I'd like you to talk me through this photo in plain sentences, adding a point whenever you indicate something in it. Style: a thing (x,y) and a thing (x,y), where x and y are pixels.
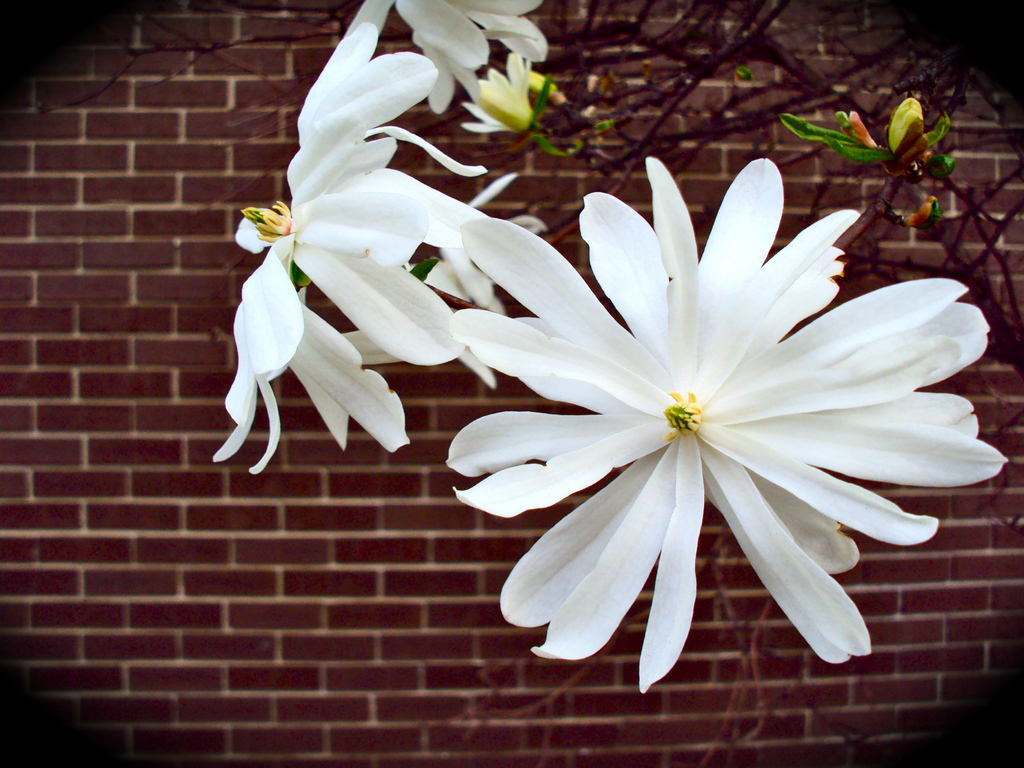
In this image we can see flowers (790,368), buds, leaves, and stems (866,225). In the background (481,542) there is a wall (474,648).
